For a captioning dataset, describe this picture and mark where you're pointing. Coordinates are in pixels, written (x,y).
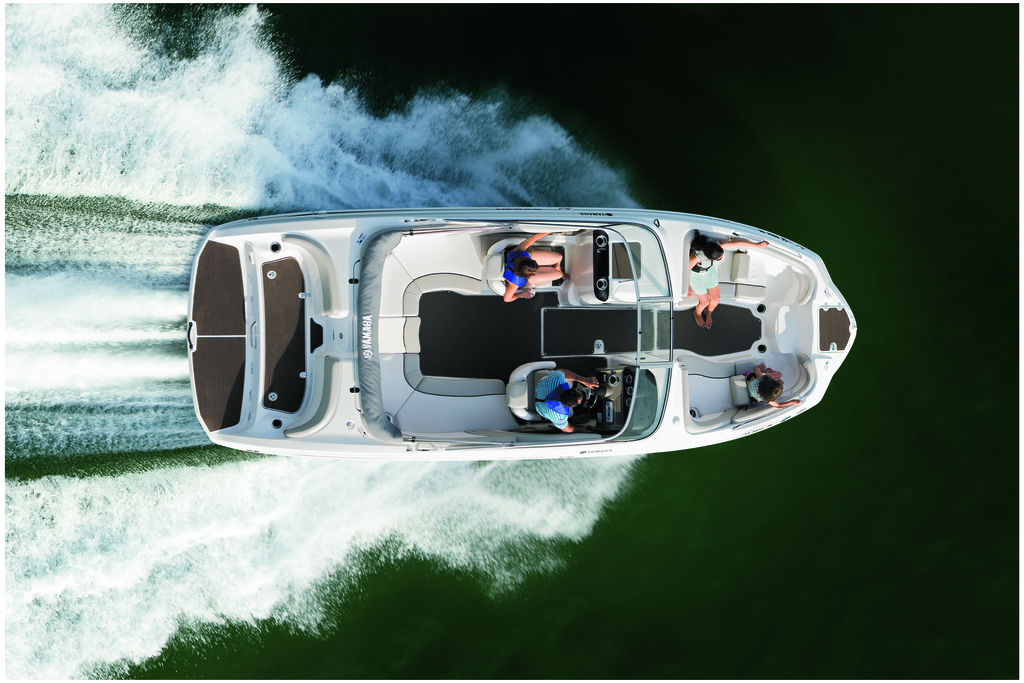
In this image I can see a boat (365,255) on the water (592,530). I can see four persons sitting in the boat (624,413).
